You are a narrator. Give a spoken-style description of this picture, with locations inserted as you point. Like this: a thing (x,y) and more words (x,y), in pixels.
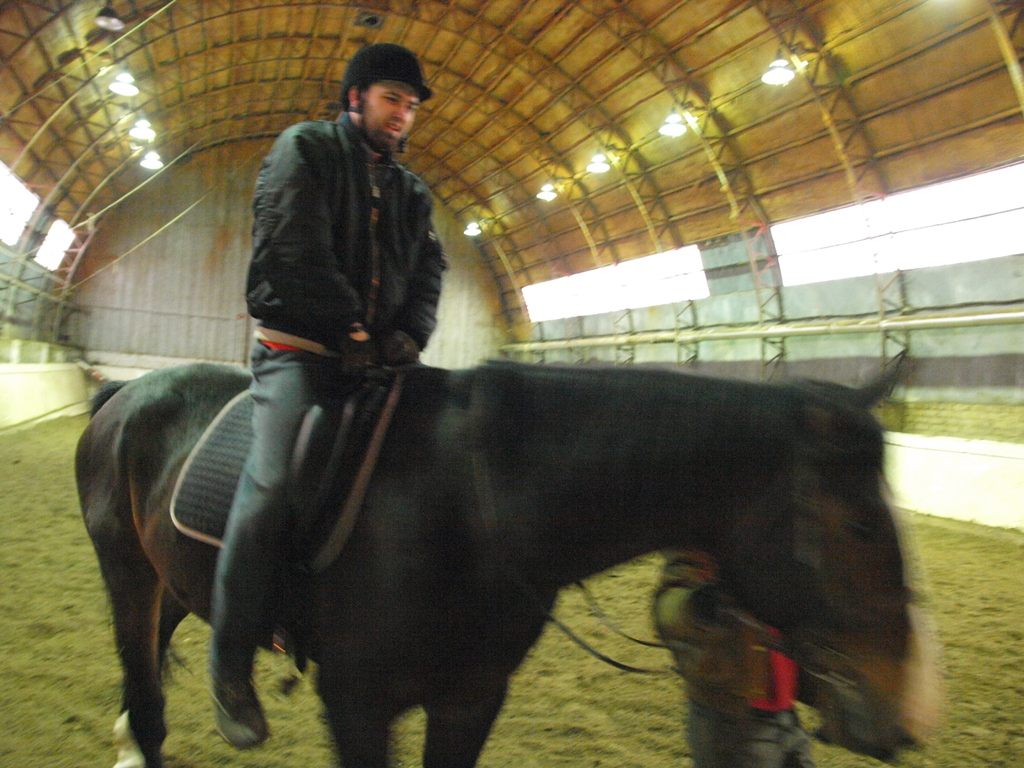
In the center of the image (386,359) there is a person (280,462) sitting on a horse (132,399). There is another person (710,596). At the top of the image (146,145) there is roof (176,115) with lights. At the bottom of the image (44,682) there is sand (37,712).
